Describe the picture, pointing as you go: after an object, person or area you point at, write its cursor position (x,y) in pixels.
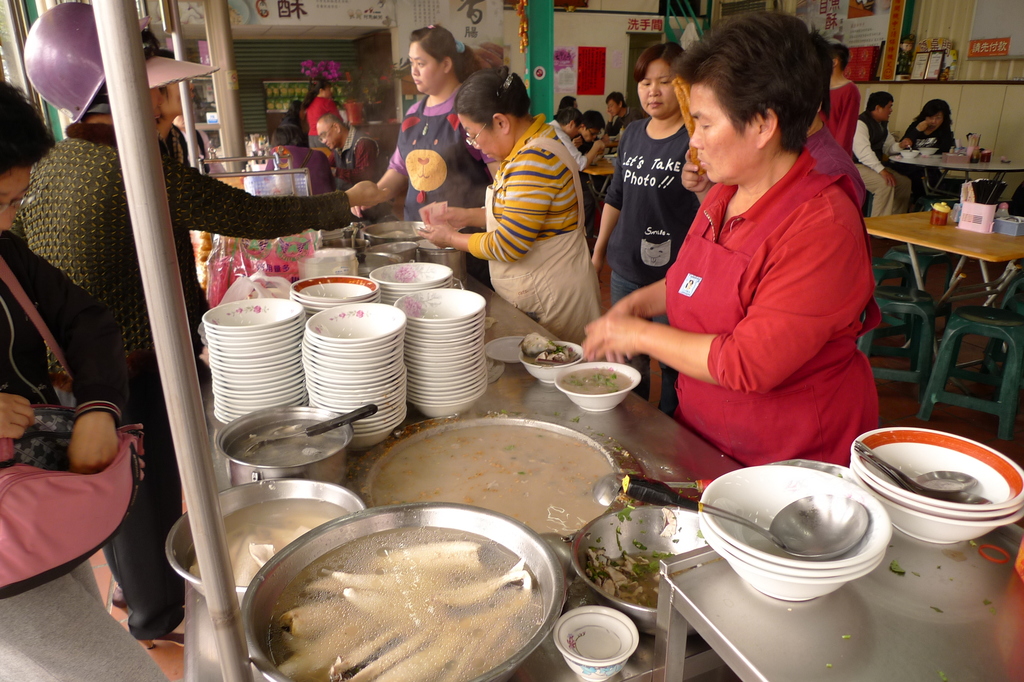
In the center of this picture (508,252) we can see the group of persons (522,289), holding some objects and standing and we can see the tables (604,160) on the top of which bowls (735,483), food items (505,463), spoons (829,537) and many other objects (986,157) are placed and we can see the group of persons (866,130) sitting on the chairs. In the background (312,10) we can see the text (294,8) on the posters (448,3) and we can see the flowers (331,67), metal rods (209,61) and many other objects (900,72).
